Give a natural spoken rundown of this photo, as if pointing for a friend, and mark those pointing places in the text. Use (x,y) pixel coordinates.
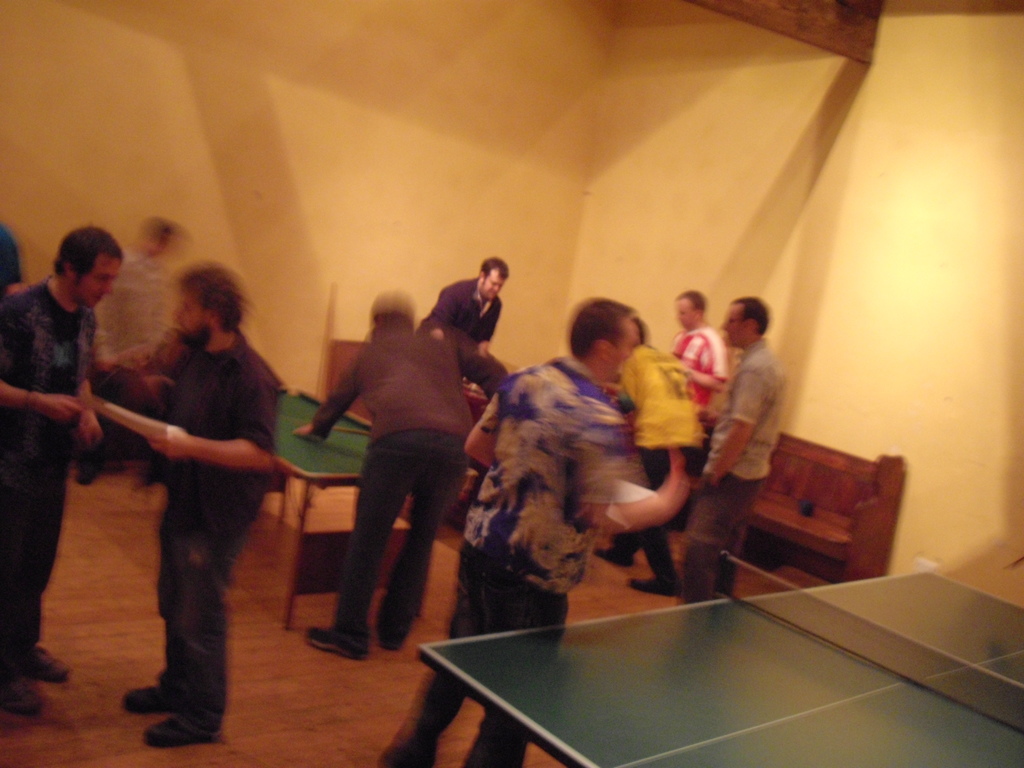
In this image we can see one man (397,428) playing billiards game, on the right side of the image (786,627) we can see a table tennis stand (922,602), in the background (715,508) there are group of people (715,508) standing, on the left side of the image (49,364) two men (192,414) are standing and talking with each other.
